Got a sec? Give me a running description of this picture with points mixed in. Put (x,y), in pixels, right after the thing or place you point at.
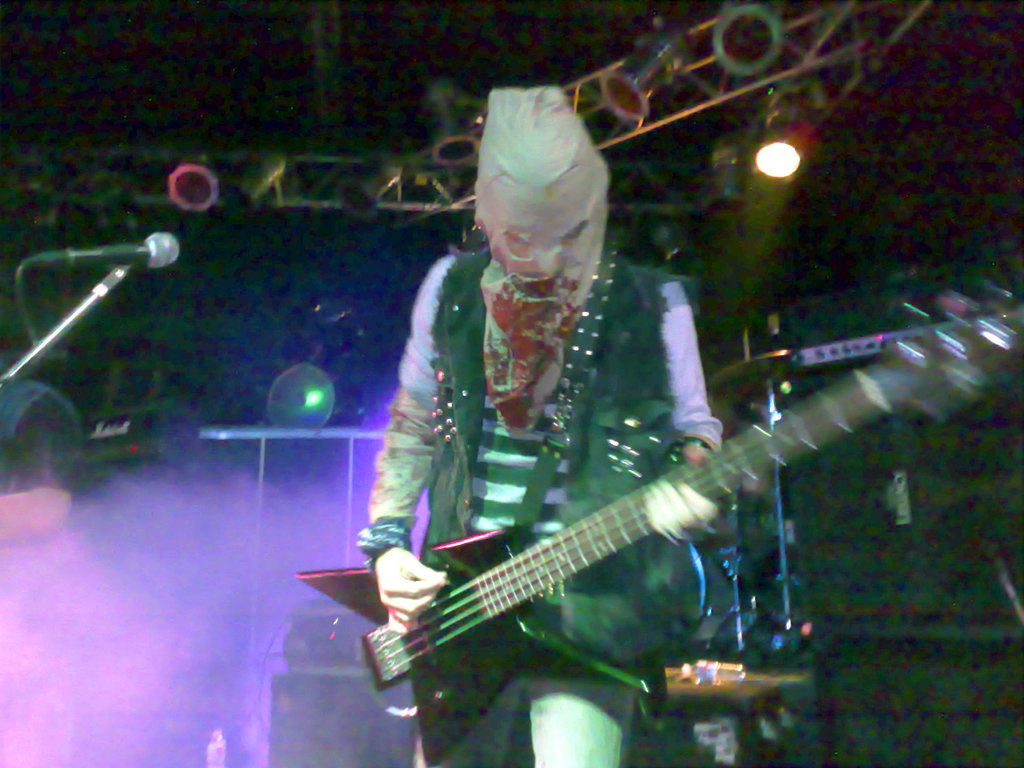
In this picture there is a person (459,496) in the center of the image (432,286), by holding a guitar (548,566) in his hands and there are spotlights (624,107) at the top side of the image (616,95) and there is a speaker (850,501) on the right side of the image (859,511).
